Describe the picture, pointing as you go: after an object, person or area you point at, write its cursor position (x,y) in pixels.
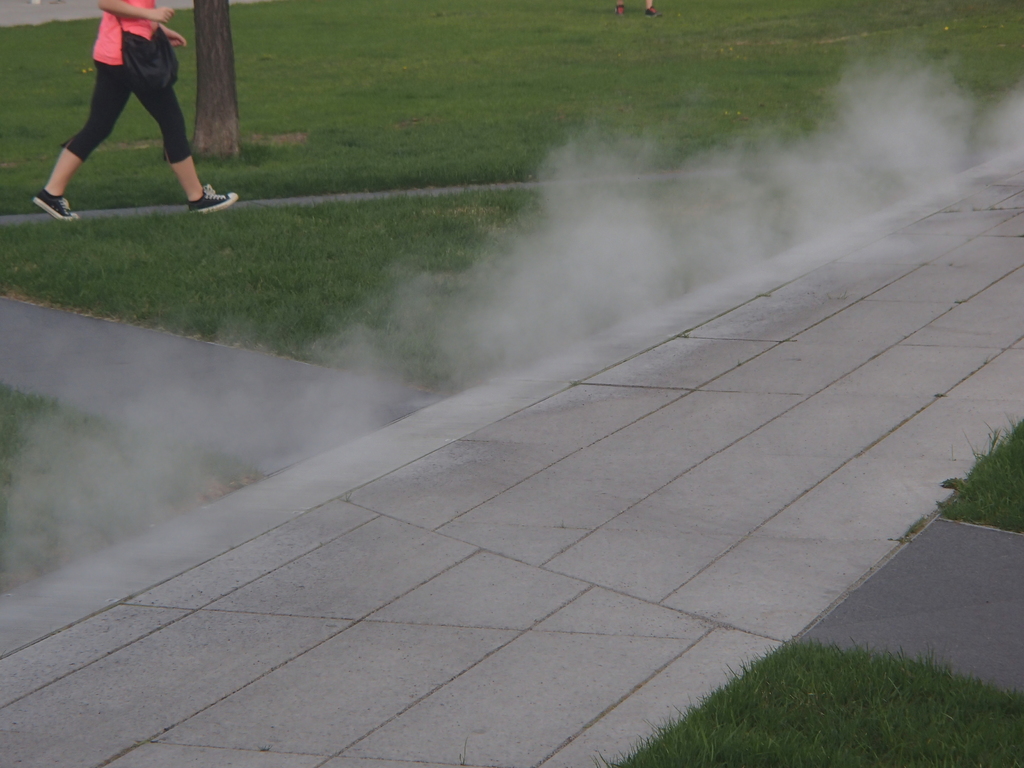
A person (166,109) wore a bag (161,59) and walking. Beside this person (165,143) there is a grass (363,219), branch (221,50) and smoke (698,250).
